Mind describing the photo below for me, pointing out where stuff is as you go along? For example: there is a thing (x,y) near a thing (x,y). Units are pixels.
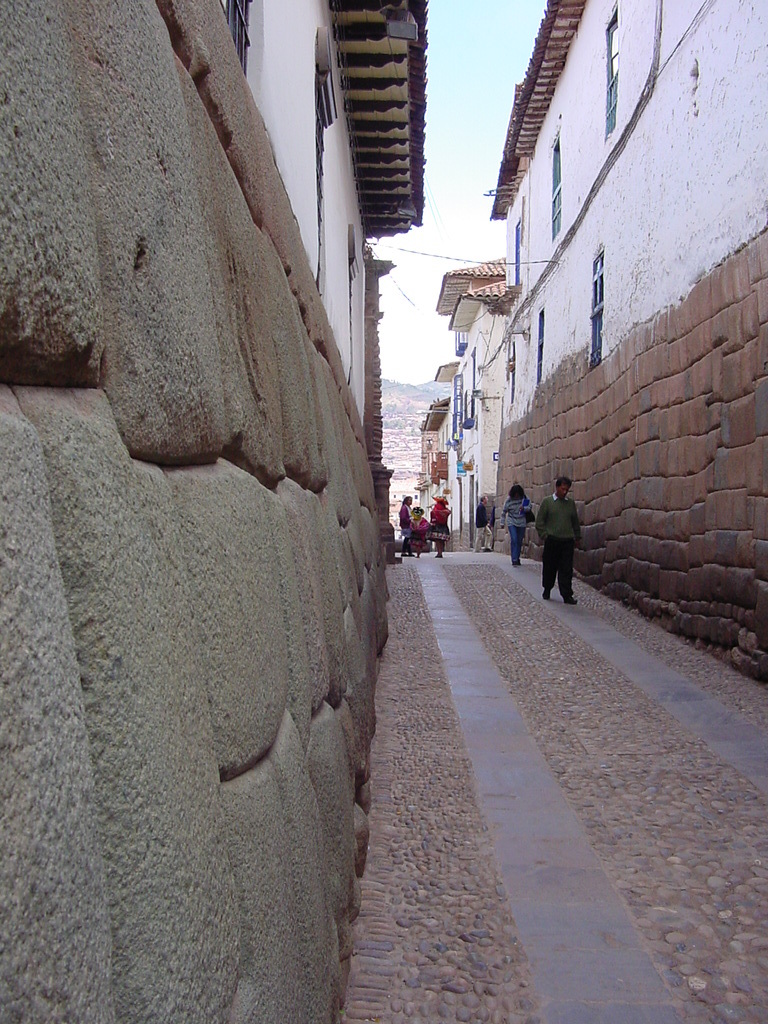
In this image I can see the street (537,655), few persons (484,504) standing in the street (607,753) and few buildings (359,289) on both sides of the street (605,740). I can see the wall (255,428). In the background (423,402) I can see few mountains (409,390) and the sky (446,119).
